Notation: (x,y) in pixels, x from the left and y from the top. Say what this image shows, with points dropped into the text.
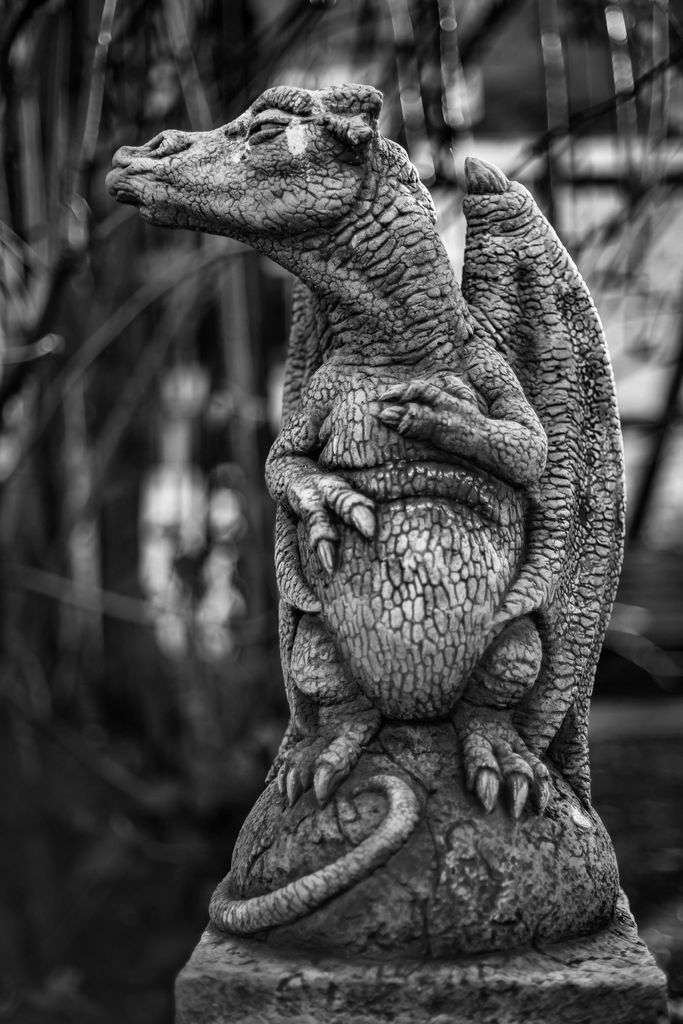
In this image I can see a statue (413,628) of an animal (445,413) which is black and ash in color. I can see the blurry background (672,271).
